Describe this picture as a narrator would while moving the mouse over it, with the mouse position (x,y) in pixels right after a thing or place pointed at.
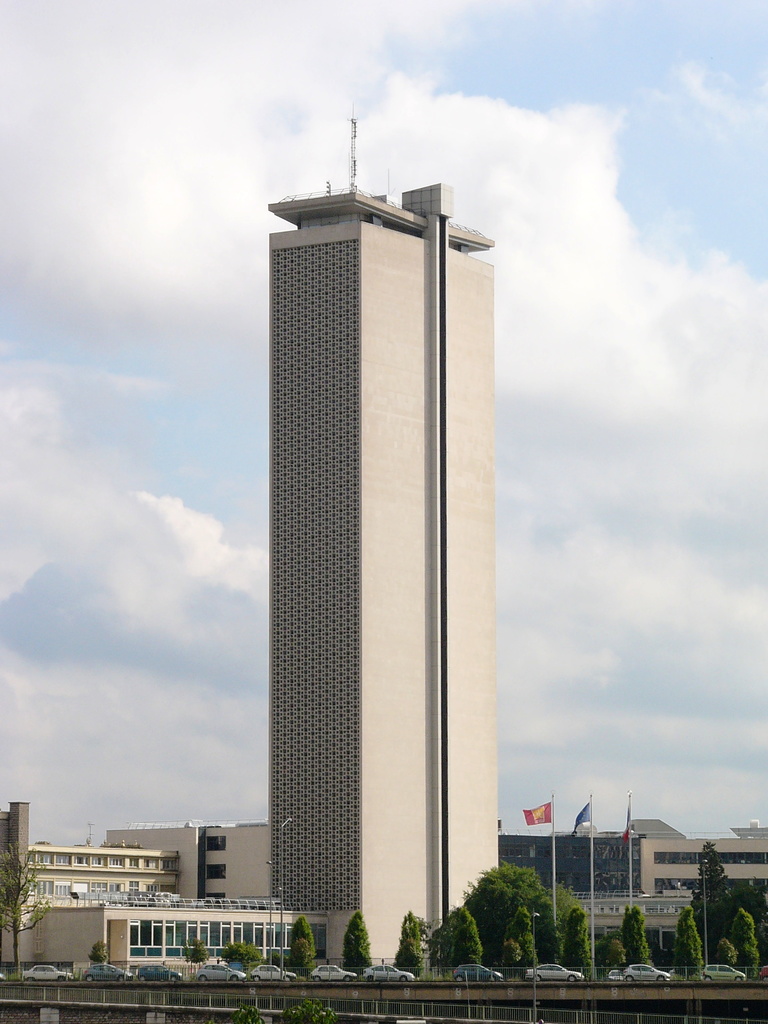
In this image I see number of buildings (347,758) and I see 3 flags (526,813) over here which are colorful and I see number of trees (522,938) and I can also see number of cars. In the background (137,202) I see the sky (624,6).
